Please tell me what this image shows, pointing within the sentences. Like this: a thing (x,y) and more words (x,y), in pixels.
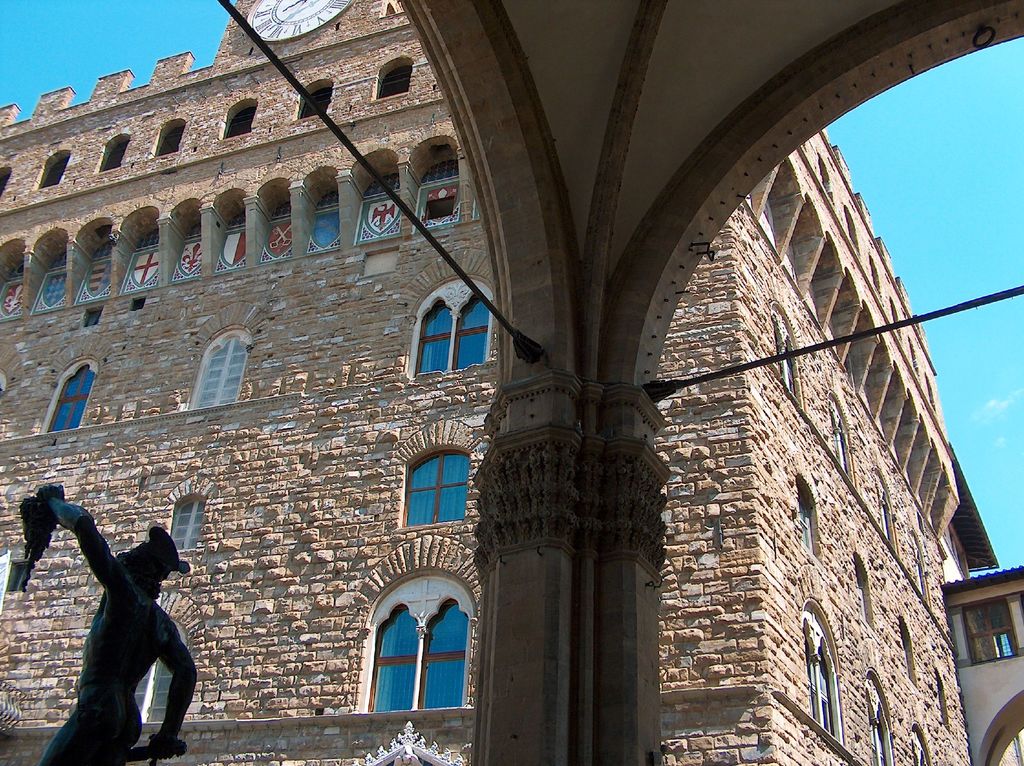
In this image there is a building (313,281) with glass windows (415,515). On the left side (164,637) bottom there is a statue (125,643). At the top (958,166) there is the sky (939,152). In the middle (557,497) there is a pillar (533,569).
